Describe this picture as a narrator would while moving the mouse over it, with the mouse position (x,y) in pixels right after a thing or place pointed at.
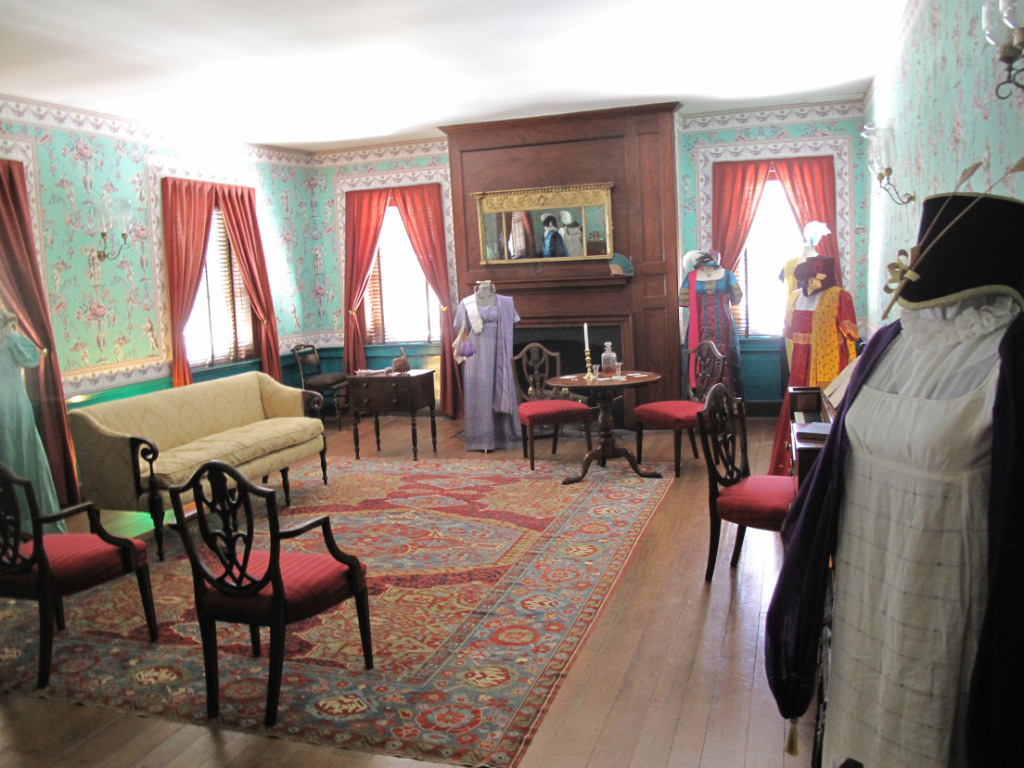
This picture shows inner view of a room (370,92) we see a sofa bed (222,455) and few chairs (551,411) and a table (607,409) and we see curtains (254,220) to the windows (773,171) and few mannequin dolls (795,307) with dresses (5,447) on it and we see a floor mat (626,500).
